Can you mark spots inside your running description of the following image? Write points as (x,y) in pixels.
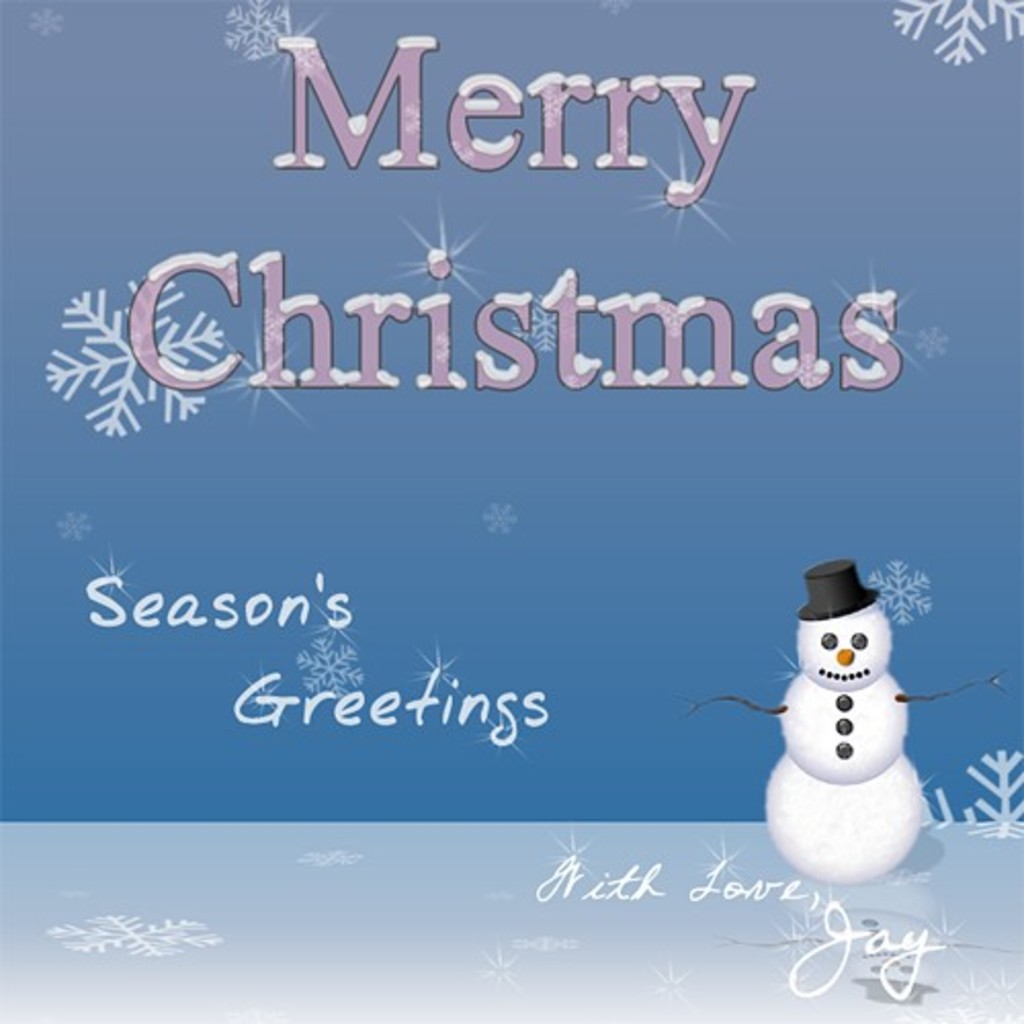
In this picture we can see a snowman (789,760) on the surface (241,859), some text (840,932) and symbols (904,12).
